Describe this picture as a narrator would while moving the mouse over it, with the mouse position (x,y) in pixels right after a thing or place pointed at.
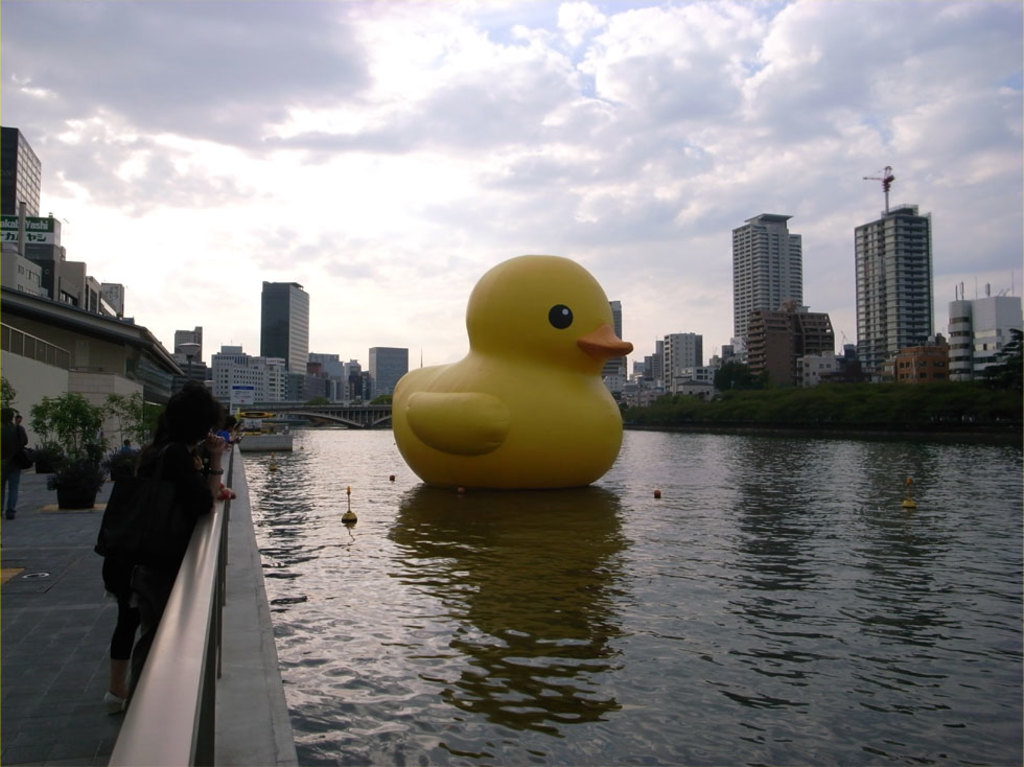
In this picture I can see there is a toy duck balloon (604,433) sailing on the water (552,507) and there are few people (220,463) standing on left (214,430), there are plants (85,427), a railing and there are few buildings (153,340) and there are few trees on right side (706,403). In the backdrop (750,268) there are buildings (741,271), they have banners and windows (12,149) and the sky (312,297) is cloudy.
